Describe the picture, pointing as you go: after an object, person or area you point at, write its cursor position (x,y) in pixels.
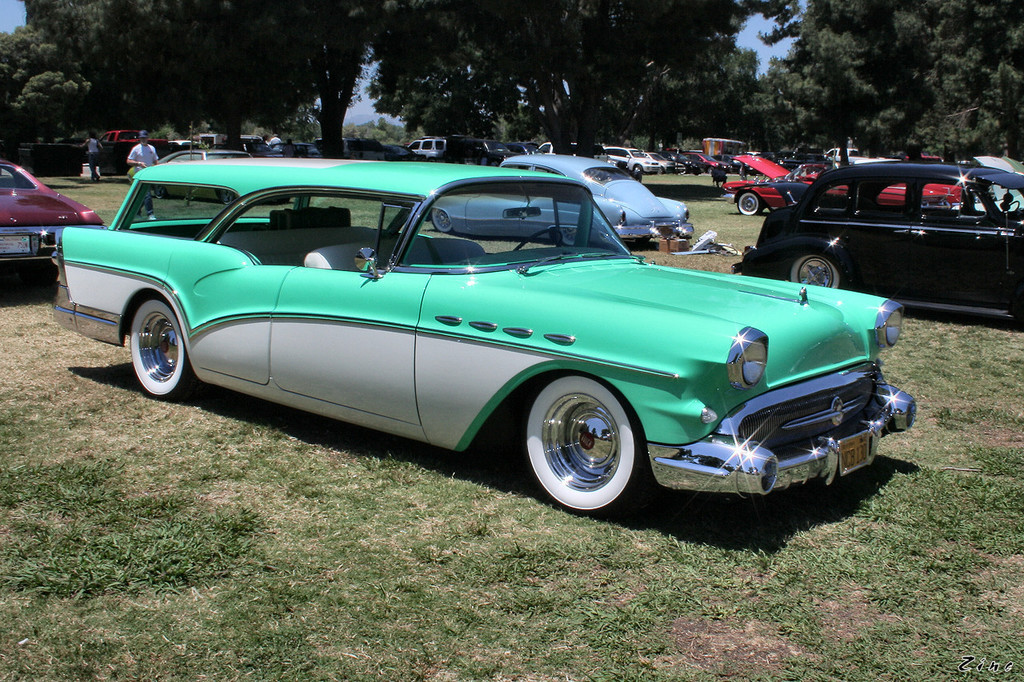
In this image we can see cars (657,210) and there are people (97,150). At the bottom (408,582) there is grass (322,548). In the background (548,98) there are trees (511,87) and sky (389,116).
